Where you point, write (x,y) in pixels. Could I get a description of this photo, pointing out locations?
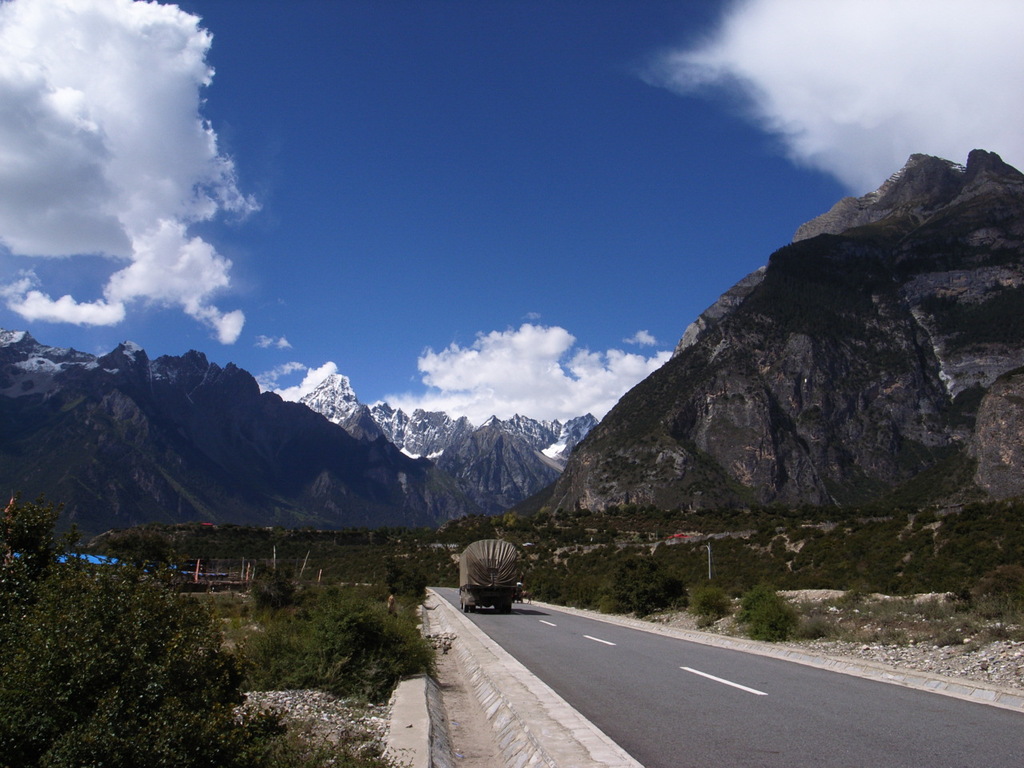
In this image we can see a motor vehicle (504,577) on the road (510,628), bushes (381,624), tents (102,560), trees (567,535), stones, hills (304,435), mountains (549,442) and sky (348,223) with clouds (846,171).
